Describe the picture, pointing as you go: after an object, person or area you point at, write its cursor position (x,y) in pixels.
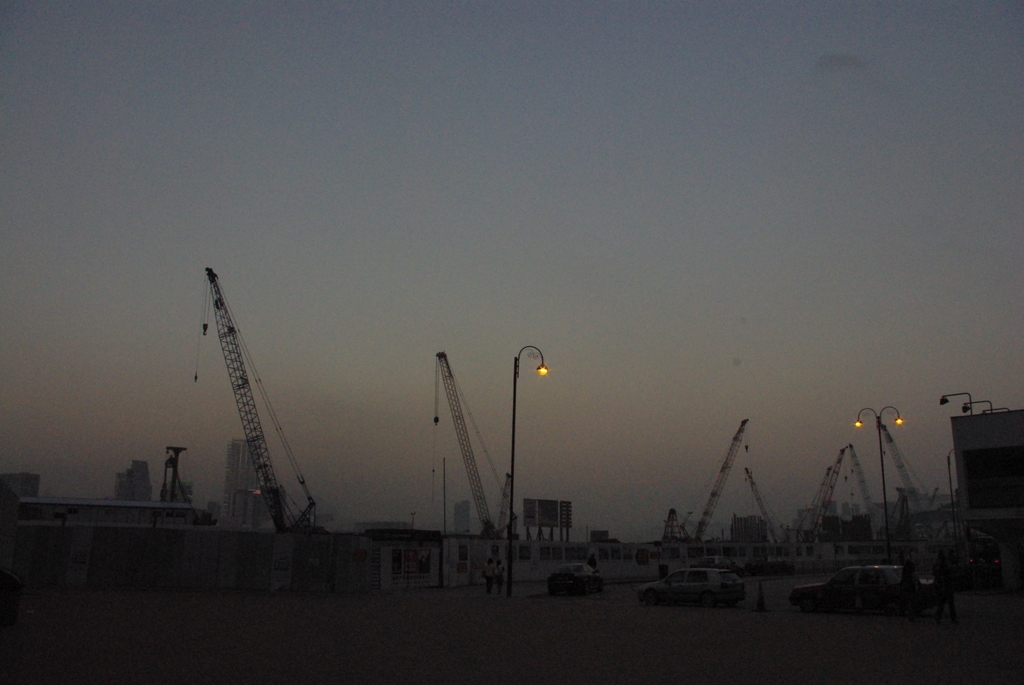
This image consists of many cranes (867,503). And we can see the poles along with the lamps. At the bottom (490,675), there is a road (690,630). And there are few persons (941,578) in this image. In the front (693,576), there are cars (899,578) parked. At the top (410,176), there is sky (424,386).
